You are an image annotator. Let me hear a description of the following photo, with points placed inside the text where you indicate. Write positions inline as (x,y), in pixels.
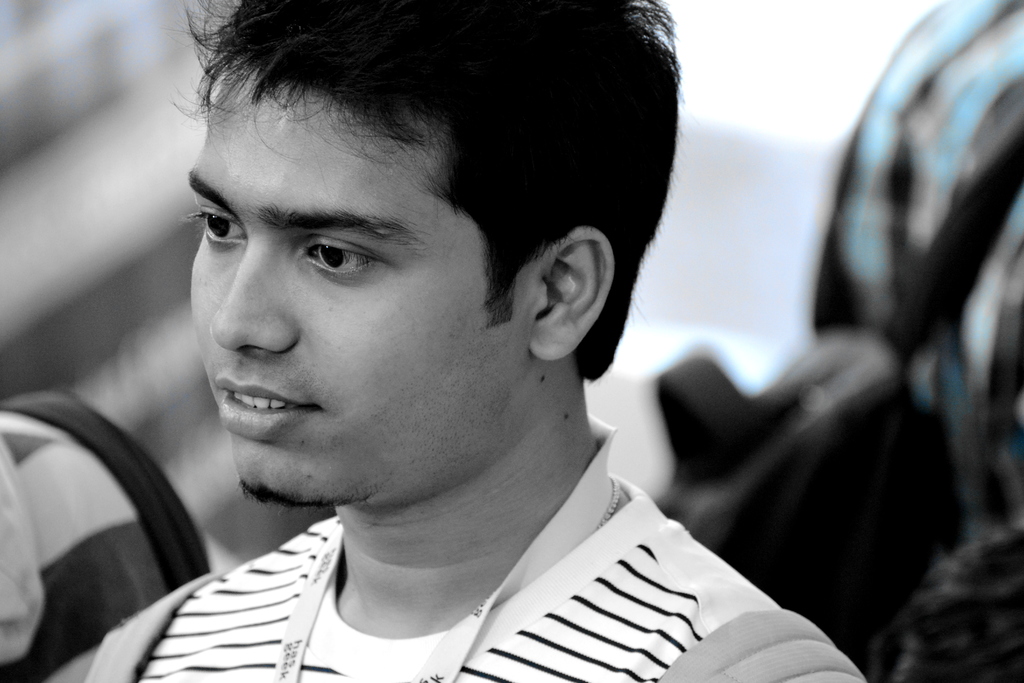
This is a black and white image. We can see a man (346,515) and behind the man (285,463), there is the blurred background (66,510).
